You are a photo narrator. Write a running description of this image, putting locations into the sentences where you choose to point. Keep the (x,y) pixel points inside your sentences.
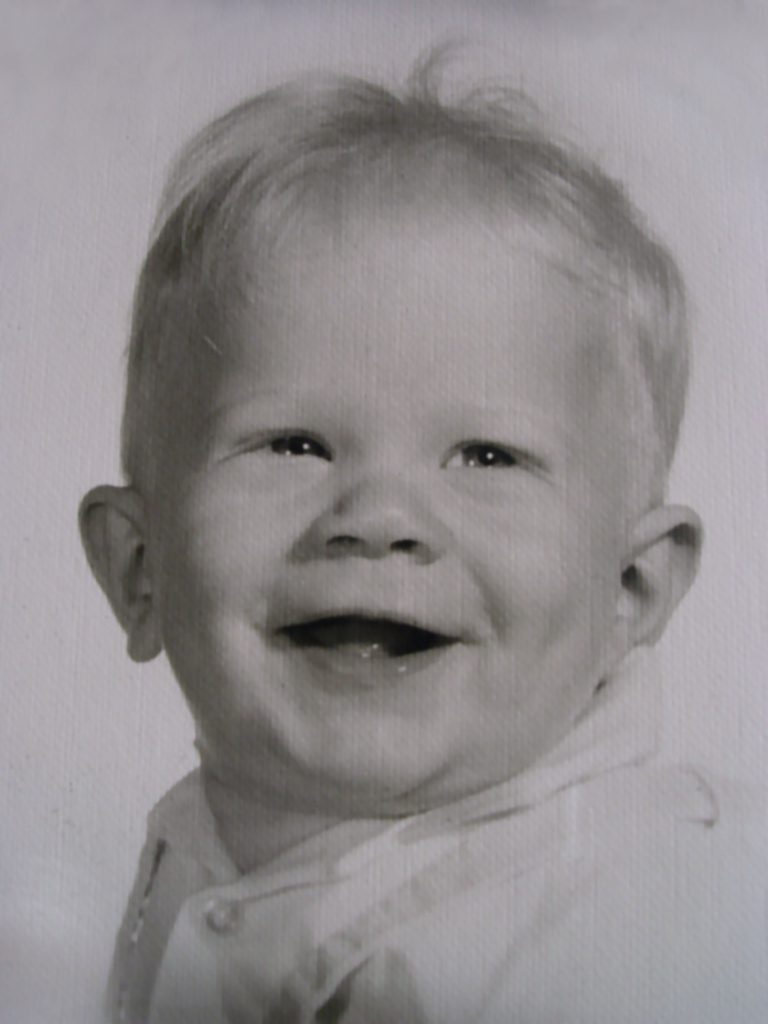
In this image there is a baby (337,680) with a smile (356,645).
